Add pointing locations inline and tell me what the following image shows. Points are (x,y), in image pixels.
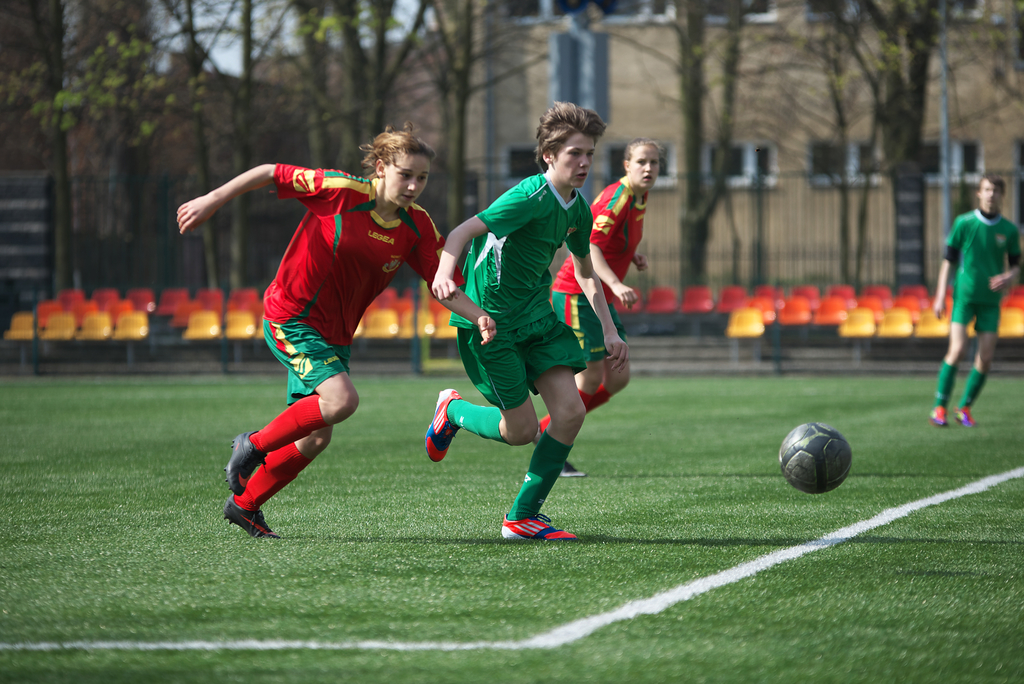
This picture is clicked outside. On the left (322,215) we can see the group of persons (435,284) wearing t-shirts (374,272) and running on the ground (798,498). On the right (815,454) we can see the ball (814,454) is in the air. On the right corner (996,208) there is another person (989,236) wearing green color t-shirt (968,274) and seems to be standing on the ground (972,441), the ground (959,469) is covered with the green grass (458,539). In the background (777,62) we can see the buildings (782,102), sky (284,24), trees (282,96) and the chairs (789,302).
